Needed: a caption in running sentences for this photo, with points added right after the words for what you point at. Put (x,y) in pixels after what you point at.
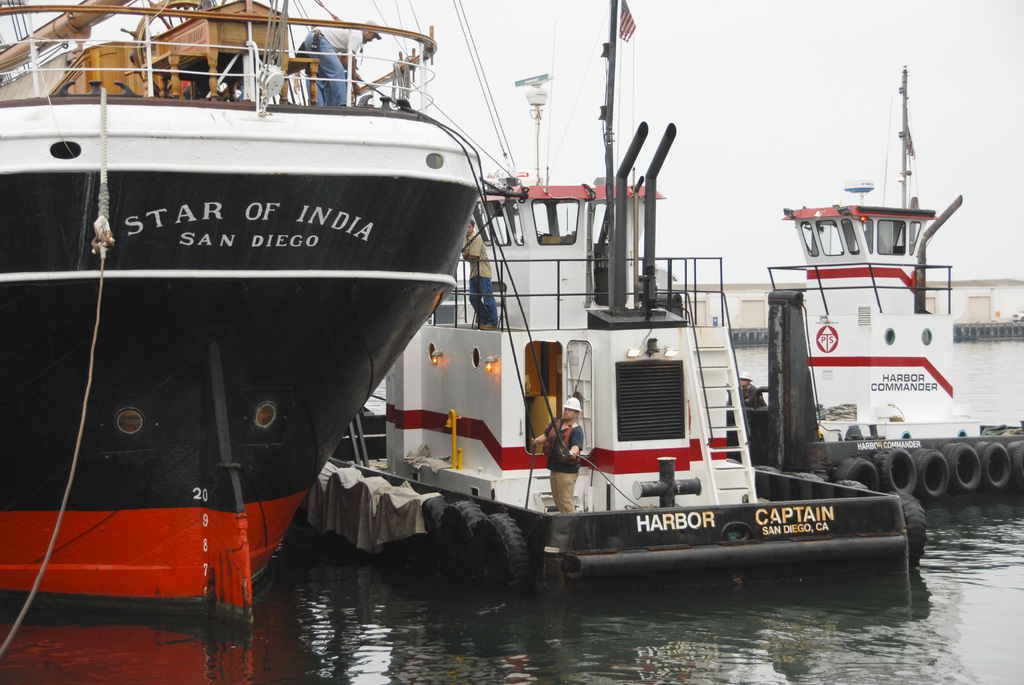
In this image we can see a ship (280,321), here a person (335,85) is standing, here is the rope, here are some objects (216,25) in it, here is the boat (671,421), here are the tires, here is the light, here is the flag (622,17), here is the water (809,595), at above here is the sky (564,17).
